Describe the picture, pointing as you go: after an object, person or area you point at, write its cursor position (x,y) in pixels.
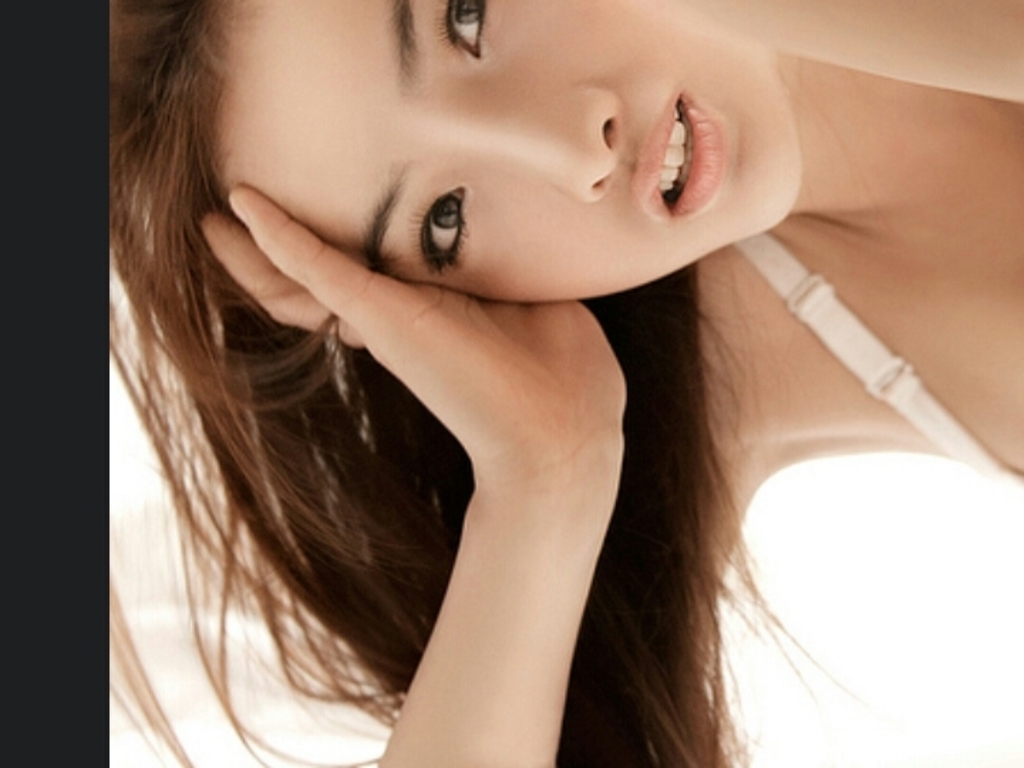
In this picture we can see a girl (439,234) and in the background (161,500) it is white color.
